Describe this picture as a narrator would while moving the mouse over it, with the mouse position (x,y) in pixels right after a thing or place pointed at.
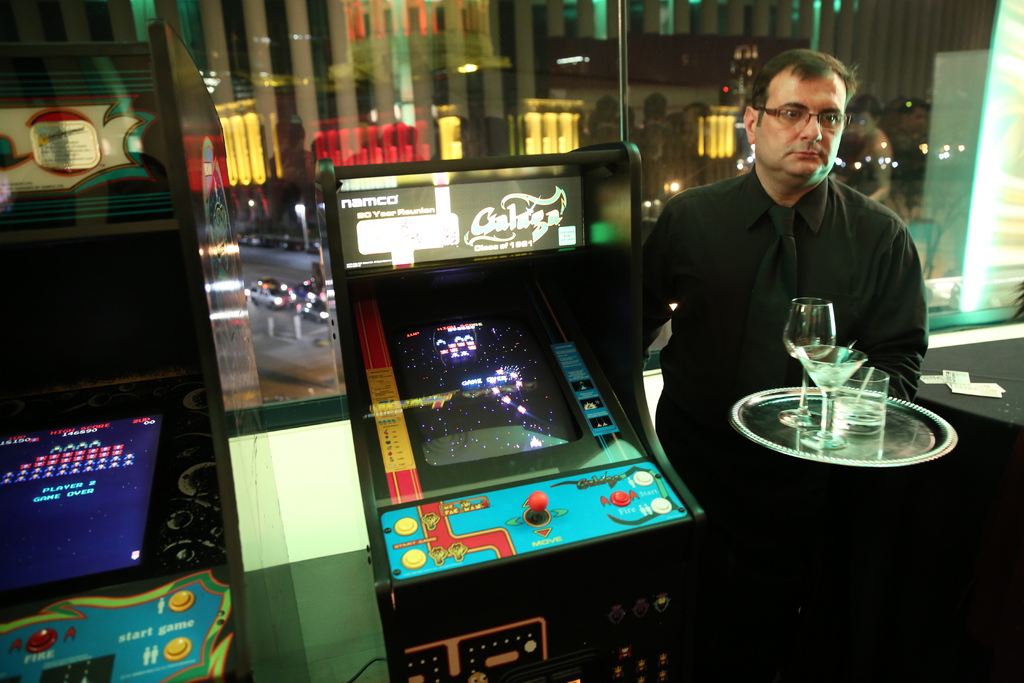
The man (908,341) on the right side (687,368) is standing and he is holding the plate (831,464) containing glasses (842,427) in his hands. Beside him, we see a table (961,347) on which small papers (968,383) are placed. Beside him, we see the games (438,669). In the background (452,92), we see a glass window (310,238) from which we can see buildings (277,77) and the cars (277,304) moving on the road (279,327).
